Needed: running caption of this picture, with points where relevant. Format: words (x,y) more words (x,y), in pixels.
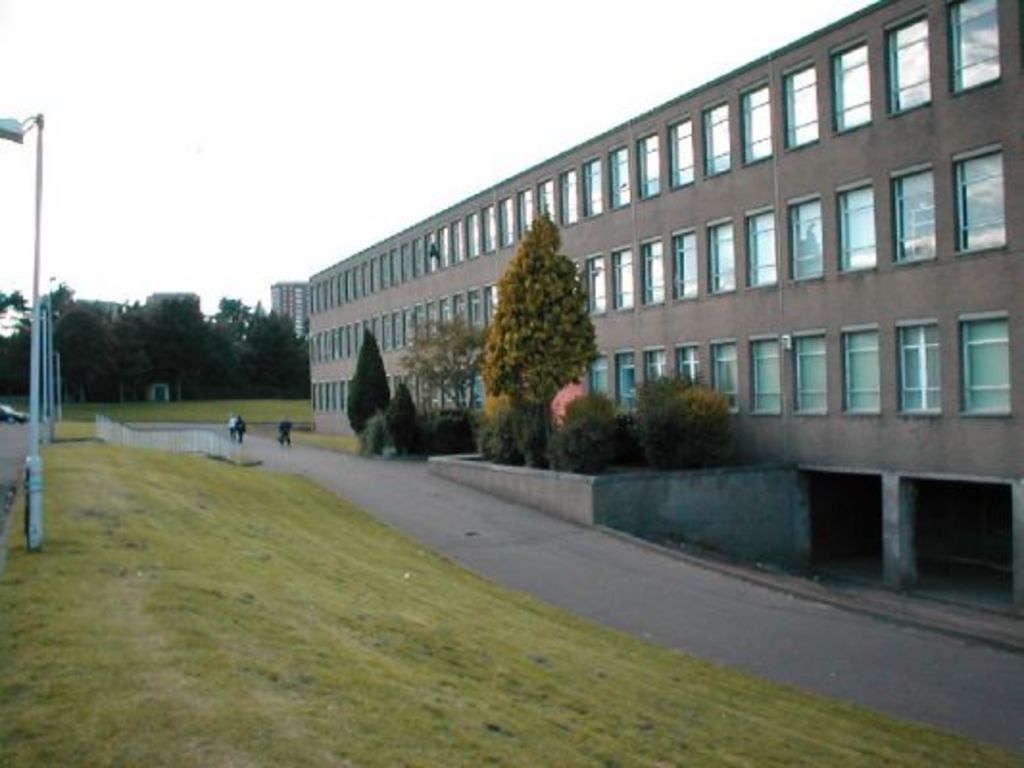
As we can see in the image there are buildings (628,244), trees (536,326), plants (468,422), grass (198,518), street lamp (38,222), fence (135,429), few people (240,440) here and there and sky (326,84).
